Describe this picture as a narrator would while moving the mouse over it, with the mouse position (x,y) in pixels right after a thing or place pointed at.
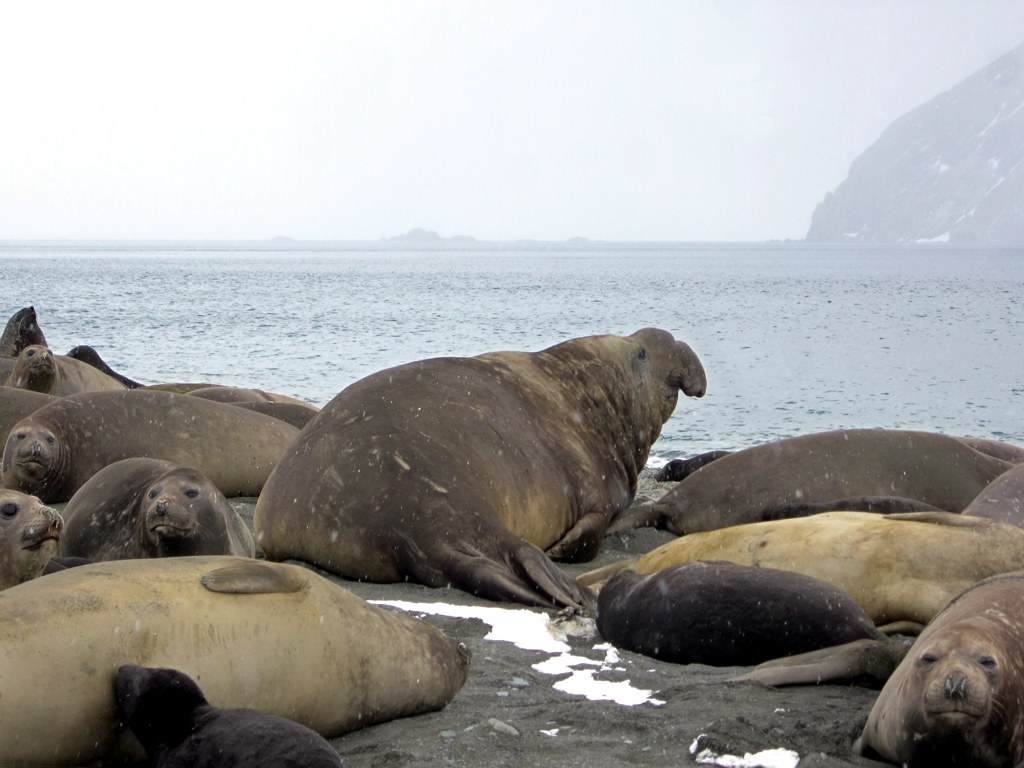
These are the seals (554,603), this is water (473,313), at the top (525,99) it's a cloudy sky (427,118).
